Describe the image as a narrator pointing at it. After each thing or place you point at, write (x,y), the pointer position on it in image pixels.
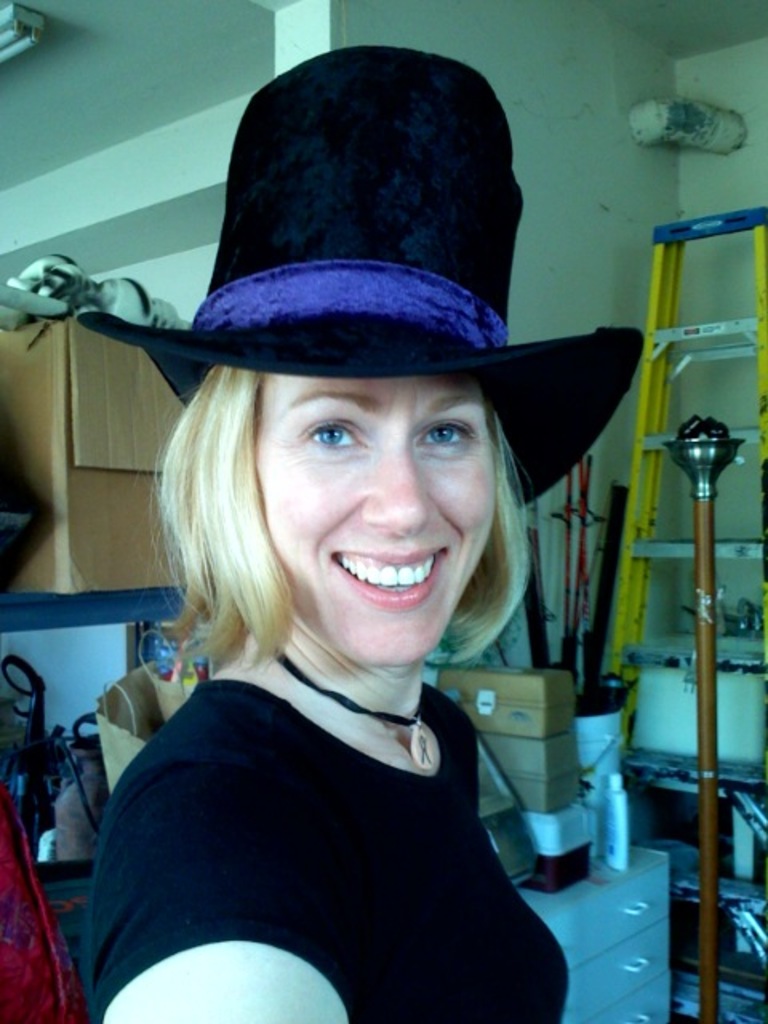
In the middle of the image (402,601) we can see a woman (400,607), she is smiling and she wore a cap (309,278), behind her we can see few boxes (494,730), ladder (622,642), metal rods (607,577) and other things (432,674).
